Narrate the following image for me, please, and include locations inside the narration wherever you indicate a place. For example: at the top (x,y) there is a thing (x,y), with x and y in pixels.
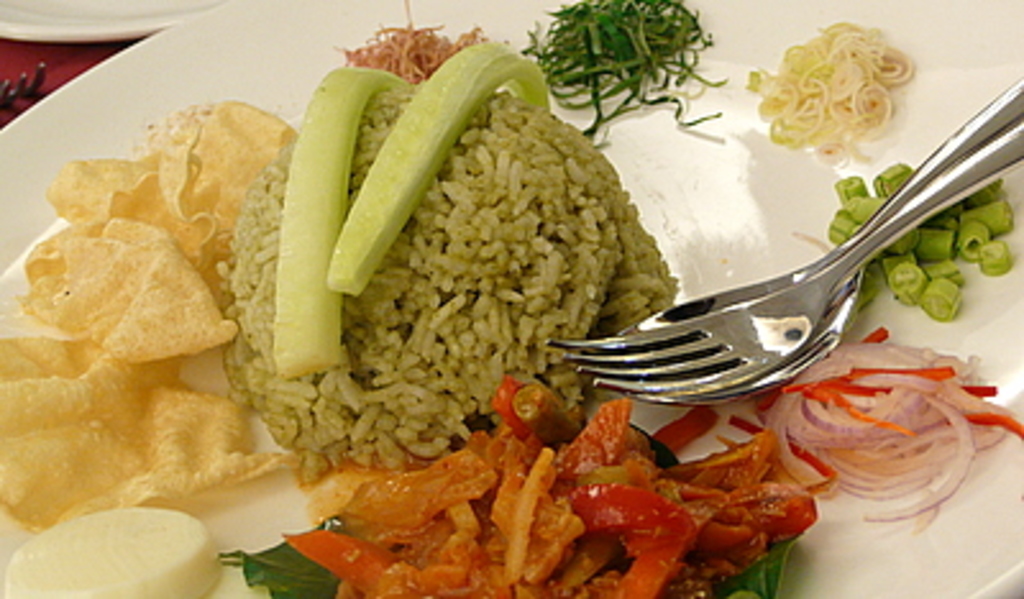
In the foreground of this image (327,362), there are food items (633,523) on a white platter (853,523) with a spoon (835,329) and a fork (776,328) on it. At the top (101,25), there is a platter (35,22) and a fork (4,93).
